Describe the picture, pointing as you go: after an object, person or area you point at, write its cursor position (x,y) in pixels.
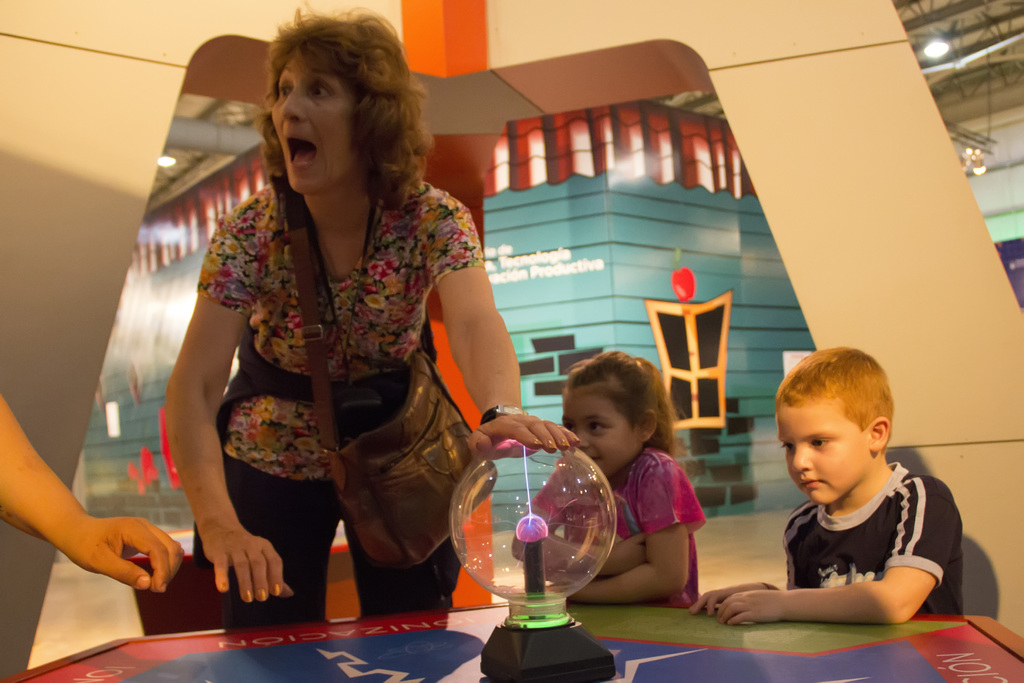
In this picture there is a woman (329,293) standing, she is wearing handbag (419,489). She puts her hand (491,442) on glass (524,470) there. It seems like an experiment. She wears a black leather watch (494,418). She opens her mouth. Here there is hand (141,524) of some person (112,522). Here there are child (833,517), one is girl (663,568) and other boy (854,539), they are looking at the experiment (585,547).
